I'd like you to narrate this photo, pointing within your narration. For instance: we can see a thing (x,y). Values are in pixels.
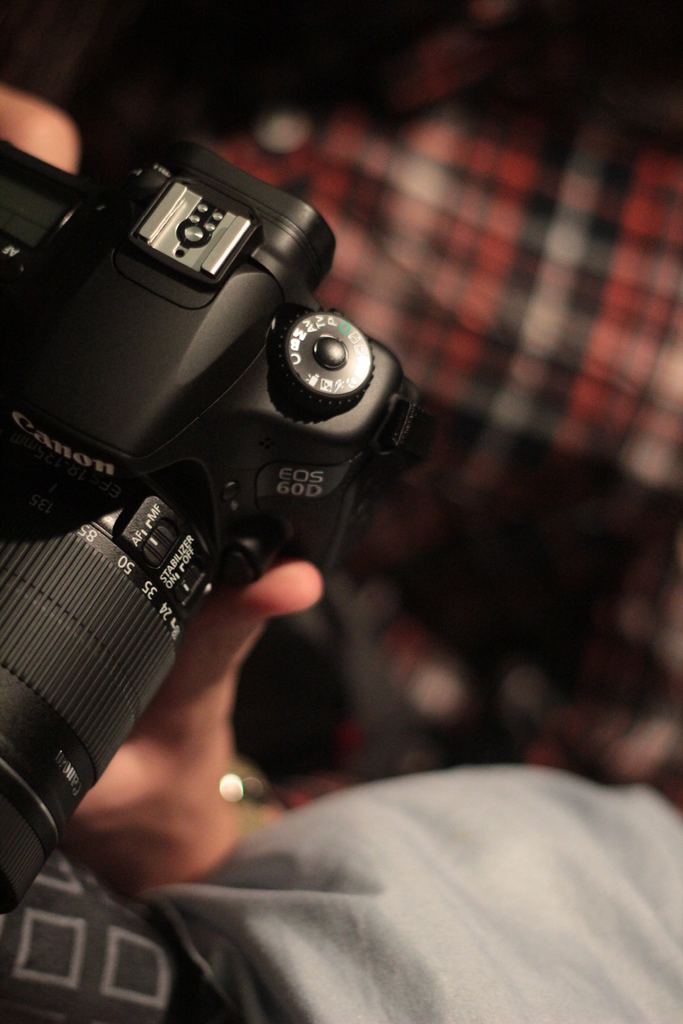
At the left side of the image (9,796) there is a black camera (14,804). And at the right side (581,386) there is a blur image.
